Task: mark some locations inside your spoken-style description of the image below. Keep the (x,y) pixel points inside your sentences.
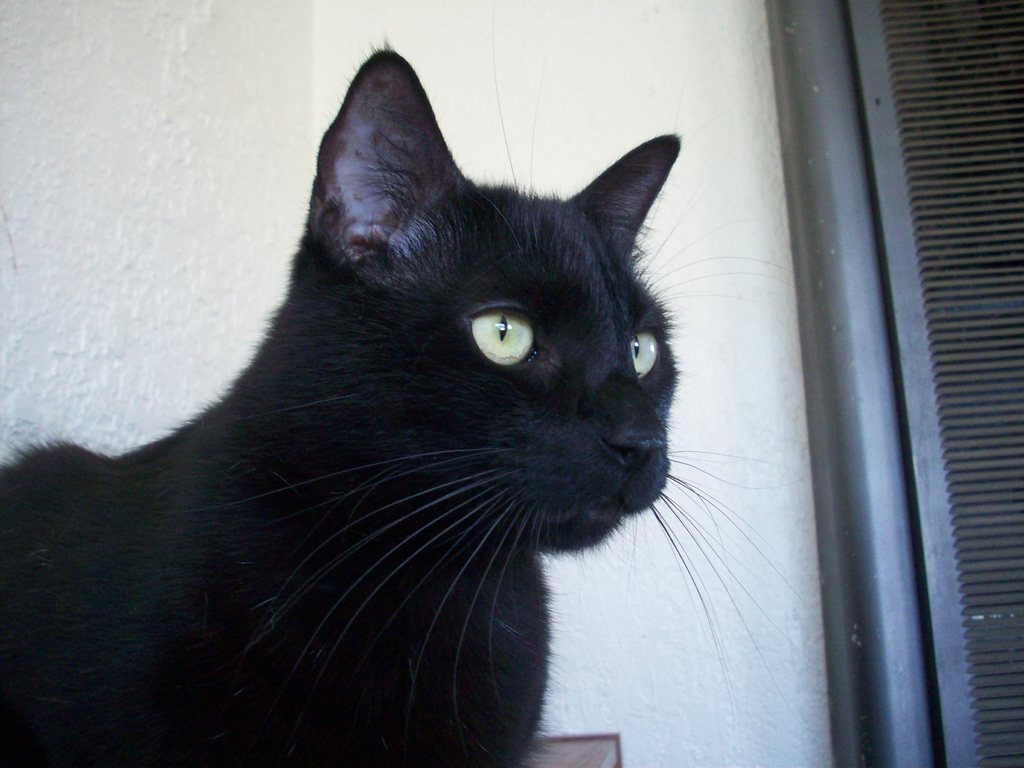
In this image on the left side (275,408) we can see a black cat (323,441). In the background (81,419) we can see the wall (57,165) and on the right side (919,113) there is a rod (866,380) and a metal object (1000,375).
